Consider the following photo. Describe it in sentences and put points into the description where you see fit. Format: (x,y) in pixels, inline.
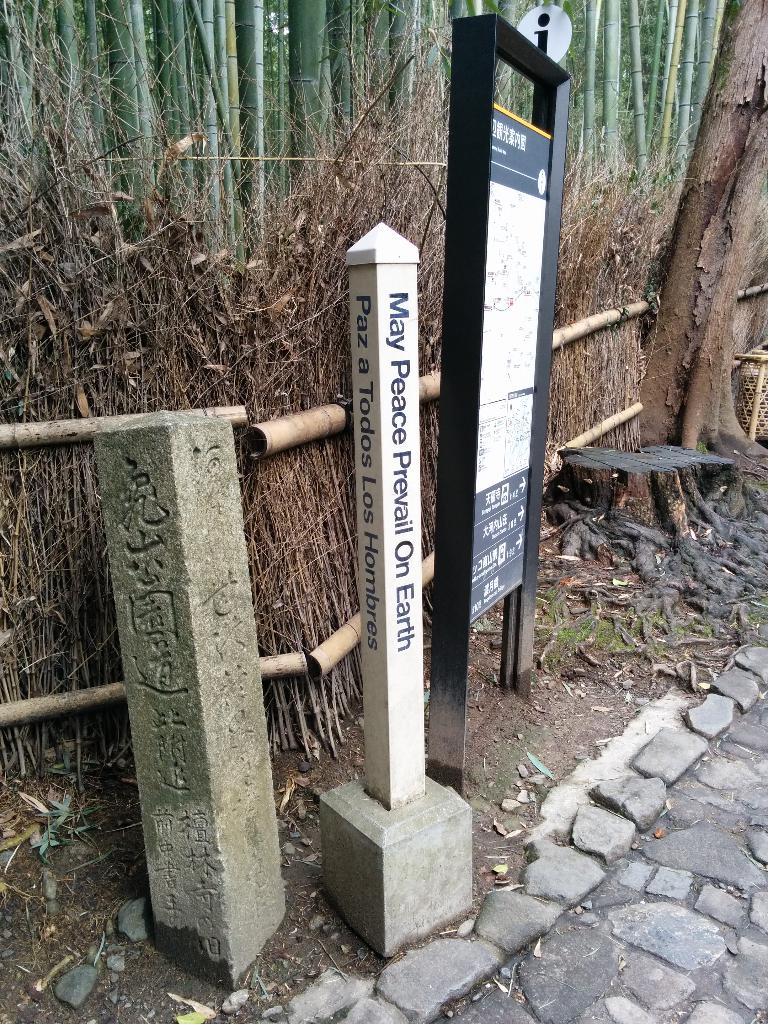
In this image we can see a board (475,610), pole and a barrier stone (226,764) on the ground (487,678) with some text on them. We can also see some stones (710,861), the stump (692,529) of a tree (714,497), the bark (728,253) of a tree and the fence (277,516) made with the branches (326,526) and some poles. On the top of the image (323,25) we can see a group of bamboo shoots (354,23).
